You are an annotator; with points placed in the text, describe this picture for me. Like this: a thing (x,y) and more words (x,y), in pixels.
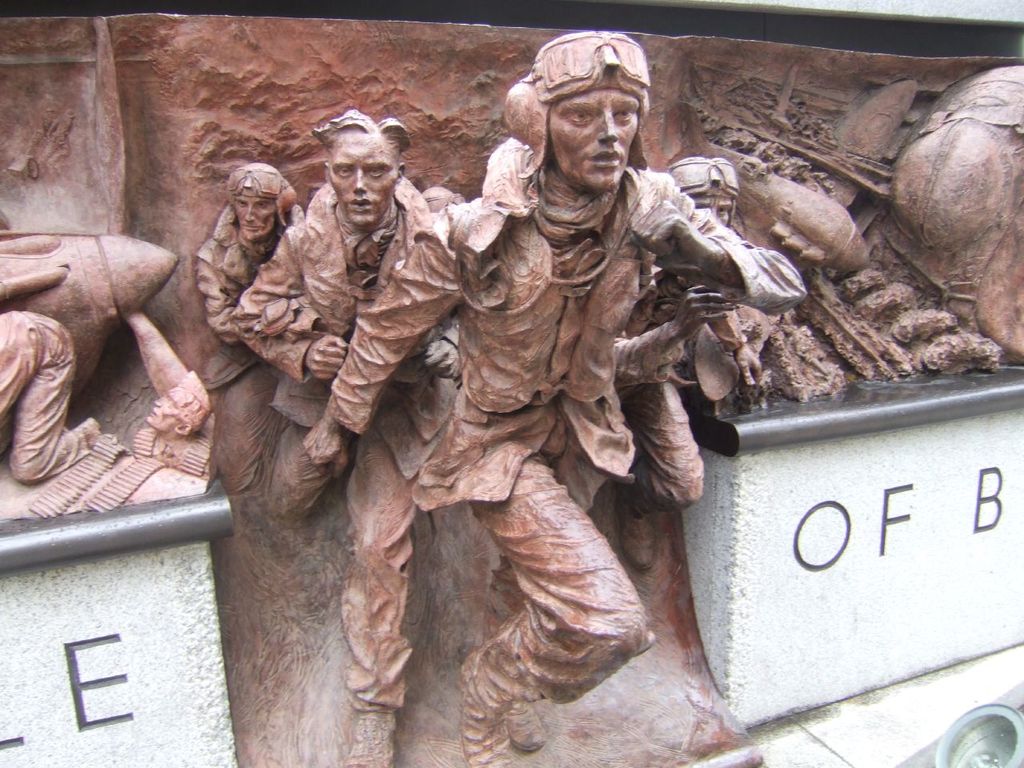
In this picture there are statues (450,276) of few persons (423,299) and there is a wall (972,572) which has something written on either sides of it and there are some other objects (831,186) in the right corner (864,202).
